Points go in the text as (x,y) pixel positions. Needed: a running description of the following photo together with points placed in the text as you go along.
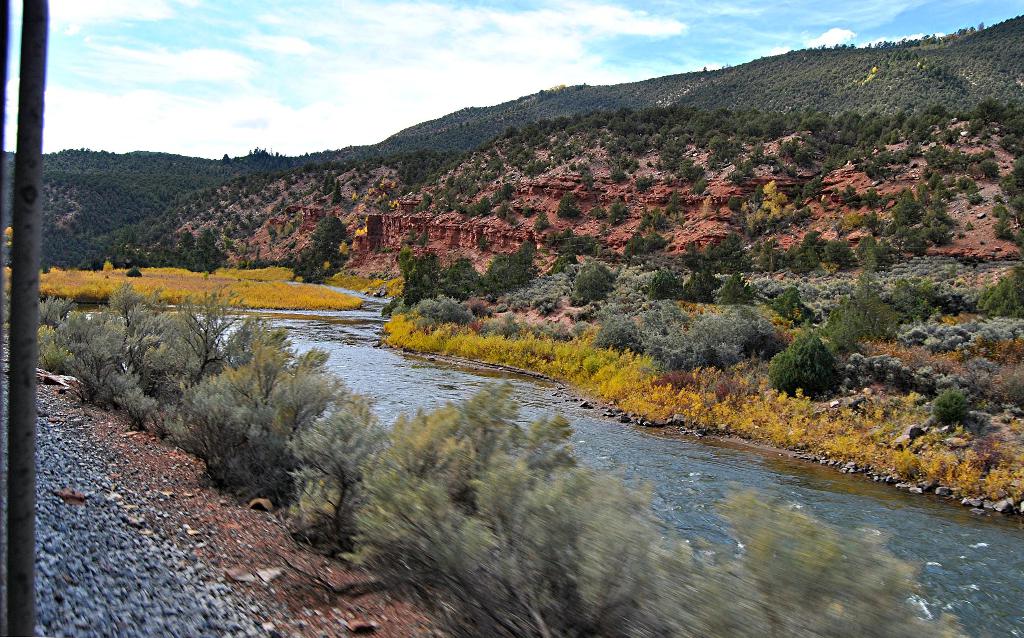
This image is clicked outside. It looks like it is clicked from a train (28,568). On the right (845,171), there are mountains (897,238) covered with small plants (848,302). In the middle (363,333), there is water (437,378) flowing. At the bottom (148,575), there are stones (150,494). At the top (284,69), there are clouds (332,69) in the sky (358,77).
